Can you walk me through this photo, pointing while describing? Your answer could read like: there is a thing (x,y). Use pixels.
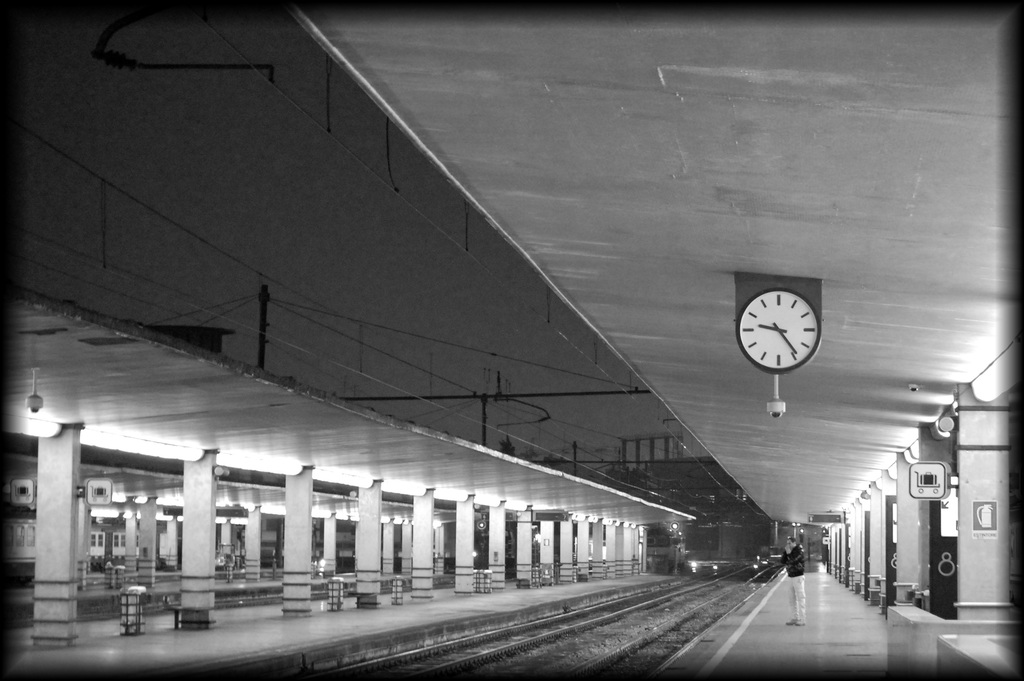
In this image I can see few railway tracks (619,678), in front I can see a person (794,572) standing, I can also see a clock (781,364) attached to the ceiling (733,364), few lights (351,513) and the image is in black and white.
